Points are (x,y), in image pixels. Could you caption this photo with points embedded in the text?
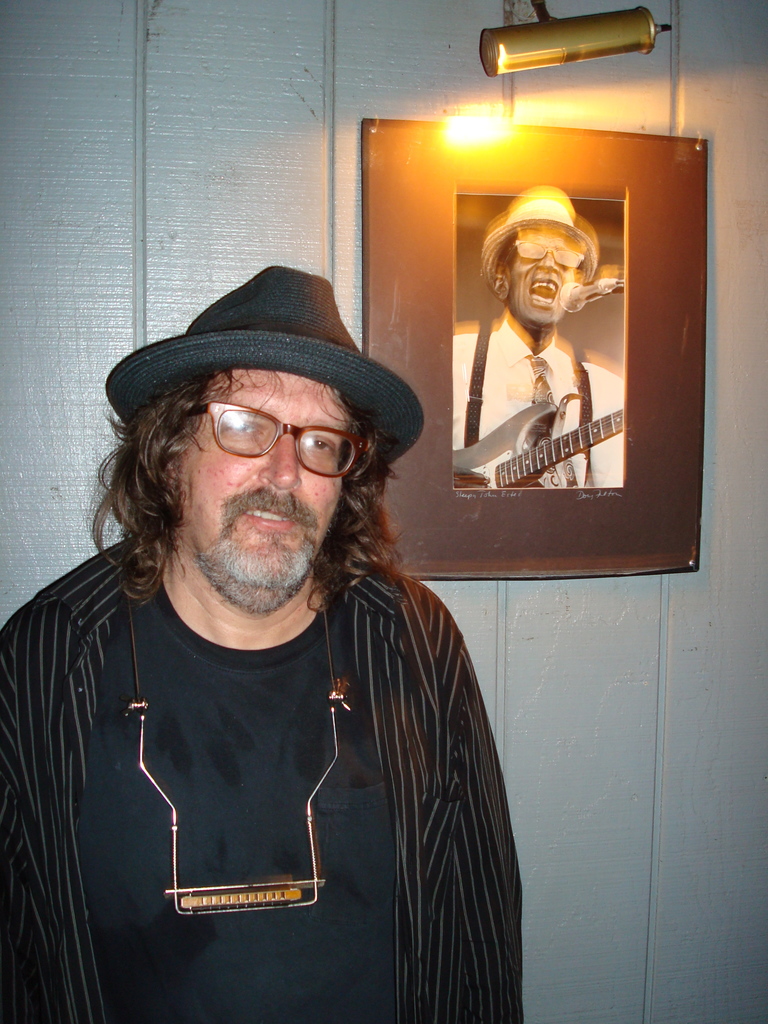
This picture shows a man (7,749) standing and we see a photo frame (647,570) on his back and light (503,47).
